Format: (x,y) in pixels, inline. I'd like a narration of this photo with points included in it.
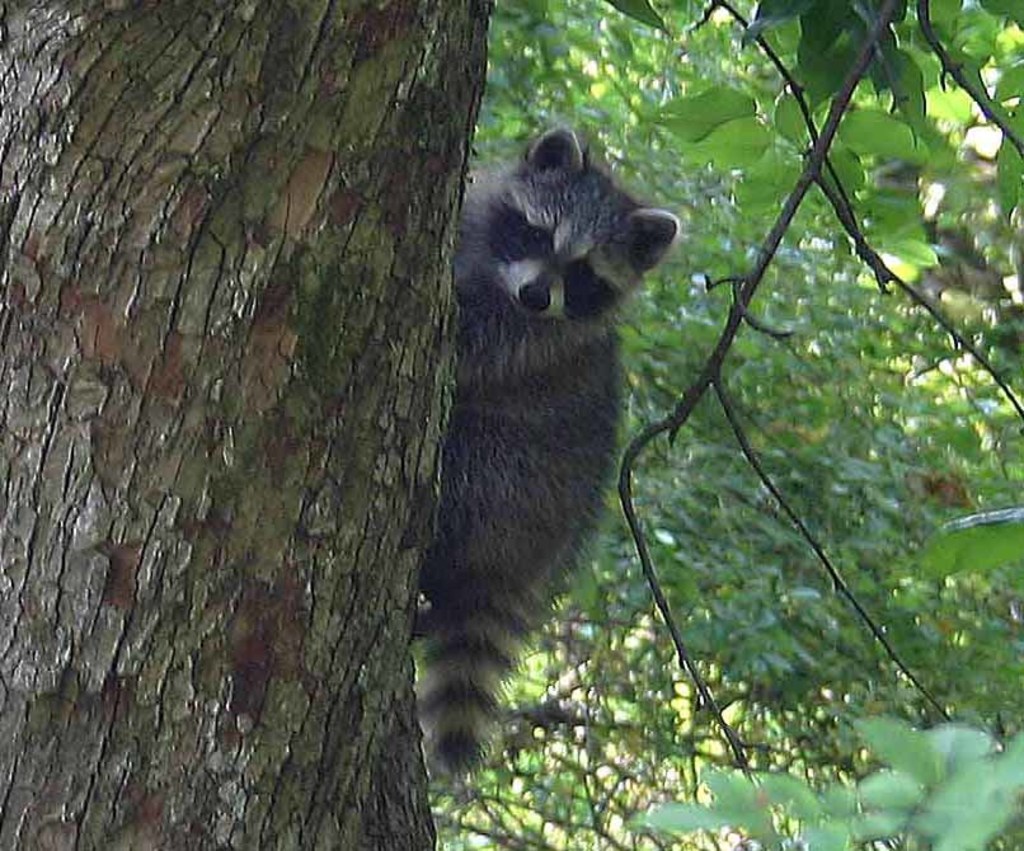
In the image in the center (542,290), we can see one animal (490,213), which is in black color. In the background (603,556) we can see trees (466,88).
